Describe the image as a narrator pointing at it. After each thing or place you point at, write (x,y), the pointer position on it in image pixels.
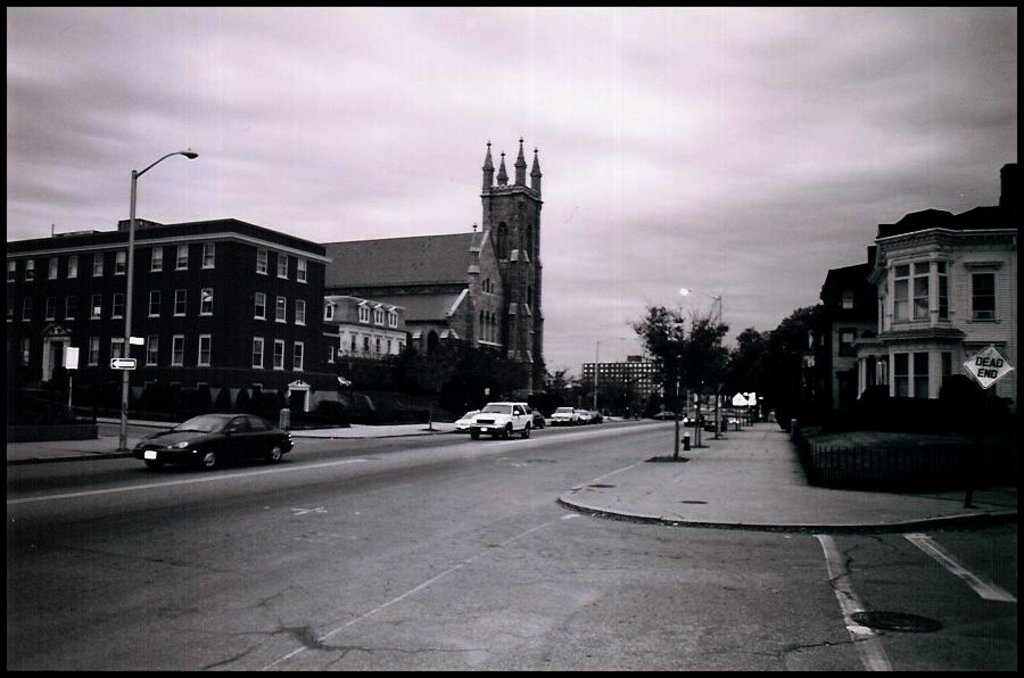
In this image I can see a road (153,510), on the road (82,641) I can see vehicles (467,420), beside the road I can see buildings (249,306) in the middle (665,333) there are some trees (720,364), at the top (665,117) there is the sky (542,117) and there are some street lights poles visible beside the road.
